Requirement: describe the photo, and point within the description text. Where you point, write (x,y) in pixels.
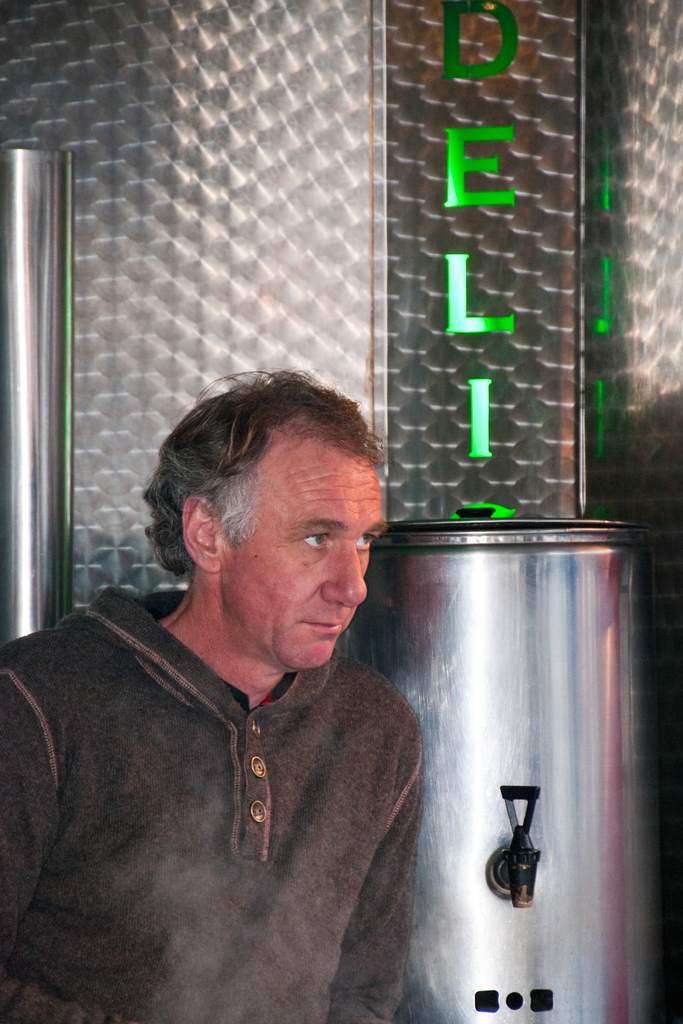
In the image we can see a man (178,872) wearing clothes (167,936). Here we can see metal container (531,662), metal wall (260,249) and LED text (454,310).
